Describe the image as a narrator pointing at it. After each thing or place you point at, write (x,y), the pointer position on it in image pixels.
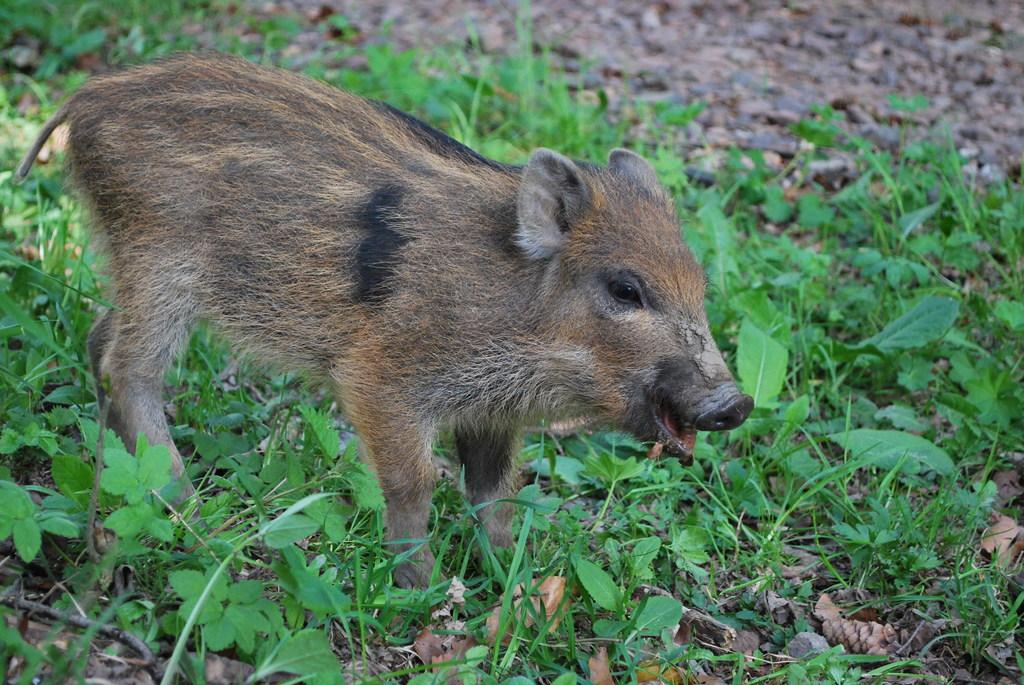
In this image we can see an animal (336,271) on the ground (687,510). On the right side of the image (820,426) we can see some plants (924,464) and the grass (939,542).
